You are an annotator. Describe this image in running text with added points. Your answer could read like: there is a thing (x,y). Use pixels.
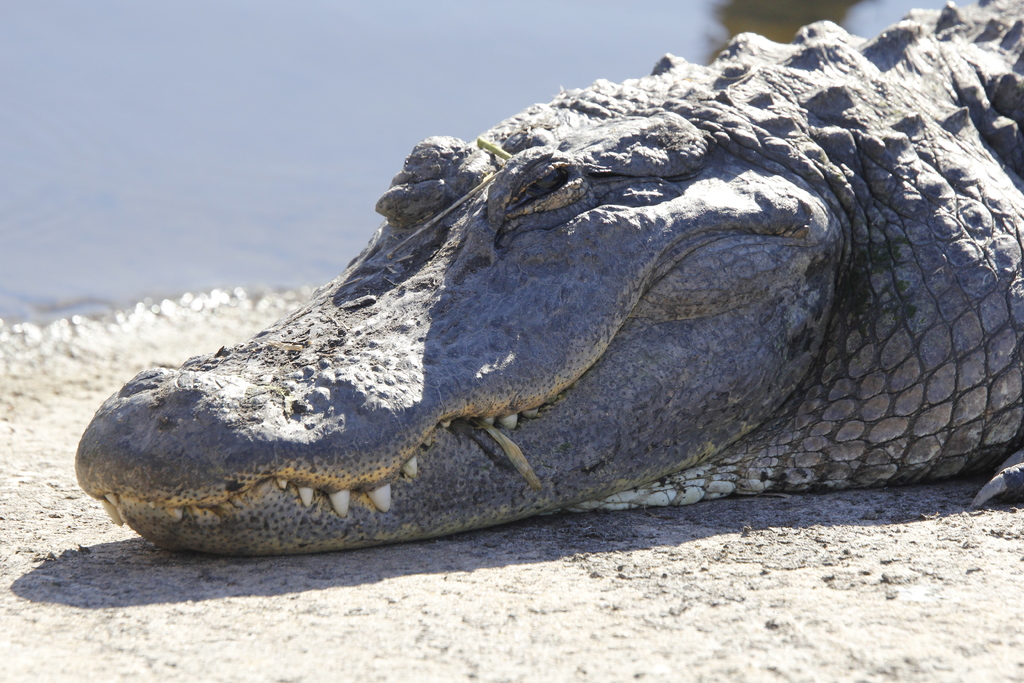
In this image we can see a crocodile (470,241) on the surface (651,585). In the background (169,130) we can see the water (275,88).
